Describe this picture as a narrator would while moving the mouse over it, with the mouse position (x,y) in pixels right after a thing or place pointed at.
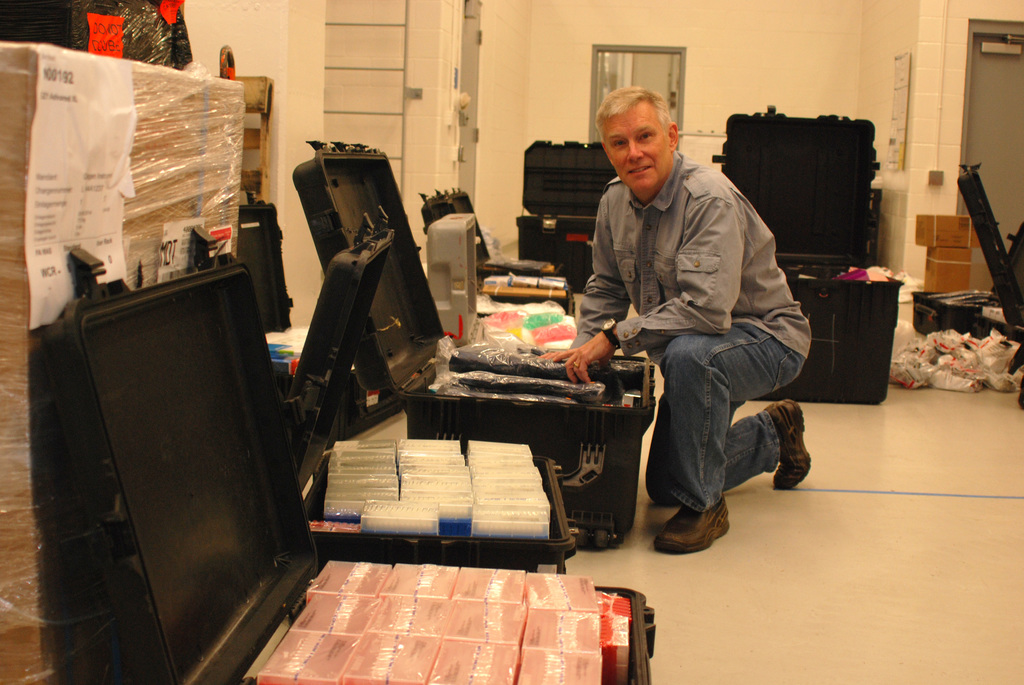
In this image we can see a person (780,404) on the ground (766,672), some containers (548,214) with some objects (551,294), some bags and cardboard boxes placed on the ground (704,624). In the left side of the image (266,164) we can see a wooden pallet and some poles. In the background (896,154), we can see a door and a board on the wall (351,135).
